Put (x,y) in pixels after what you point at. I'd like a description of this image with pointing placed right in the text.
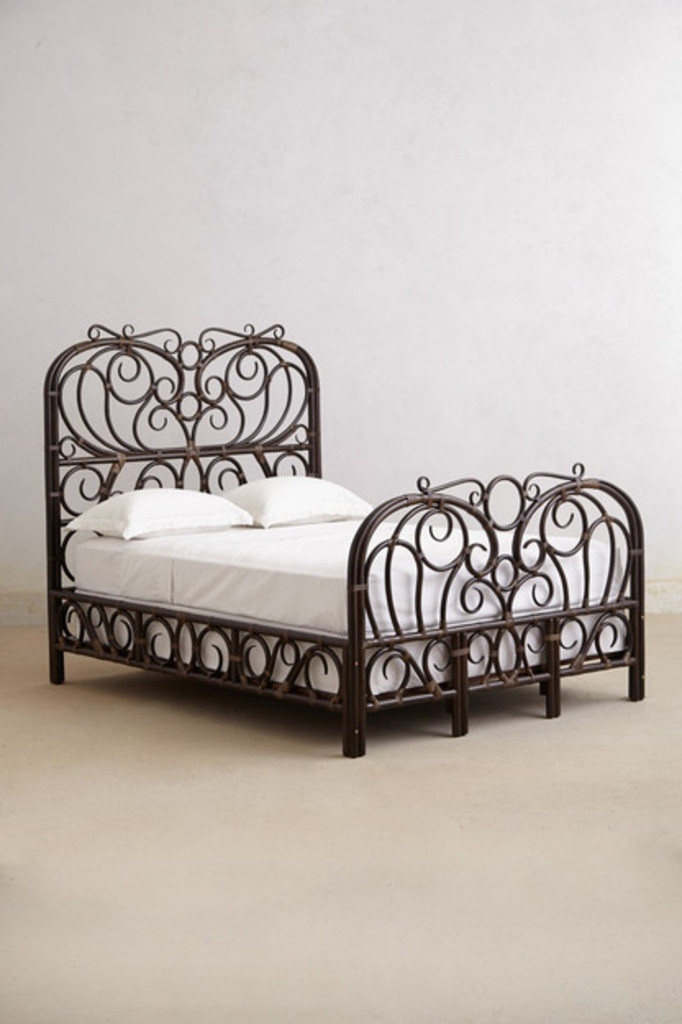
In the middle of the image (333,566), there is a bed (226,683) having white color bed sheet (292,551), on which, there are white color pillows (285,489). This bed (118,653) is on a floor (316,789). In the background (115,150), there is white wall (321,160).
